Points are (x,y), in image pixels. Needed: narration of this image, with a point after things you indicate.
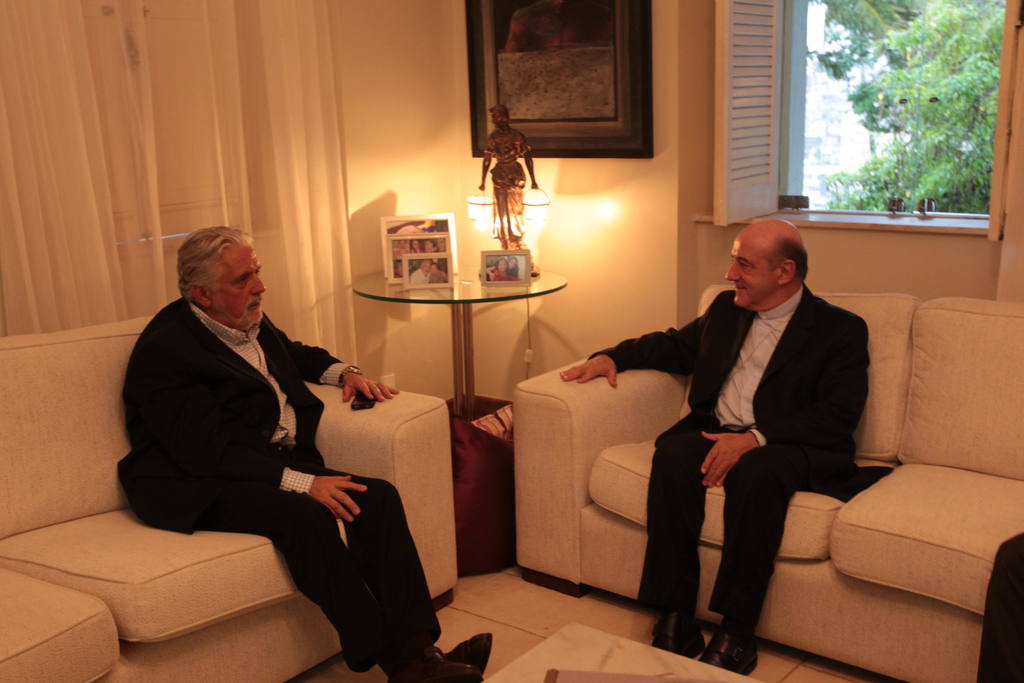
In the image I can see a room (619,443) in which there are two people (730,358) who are sitting on the sofa (922,652) and a table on which there is a frame (407,269), statue (508,247) and a lamp (486,218) and also I can see a frame (533,153) and a window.
